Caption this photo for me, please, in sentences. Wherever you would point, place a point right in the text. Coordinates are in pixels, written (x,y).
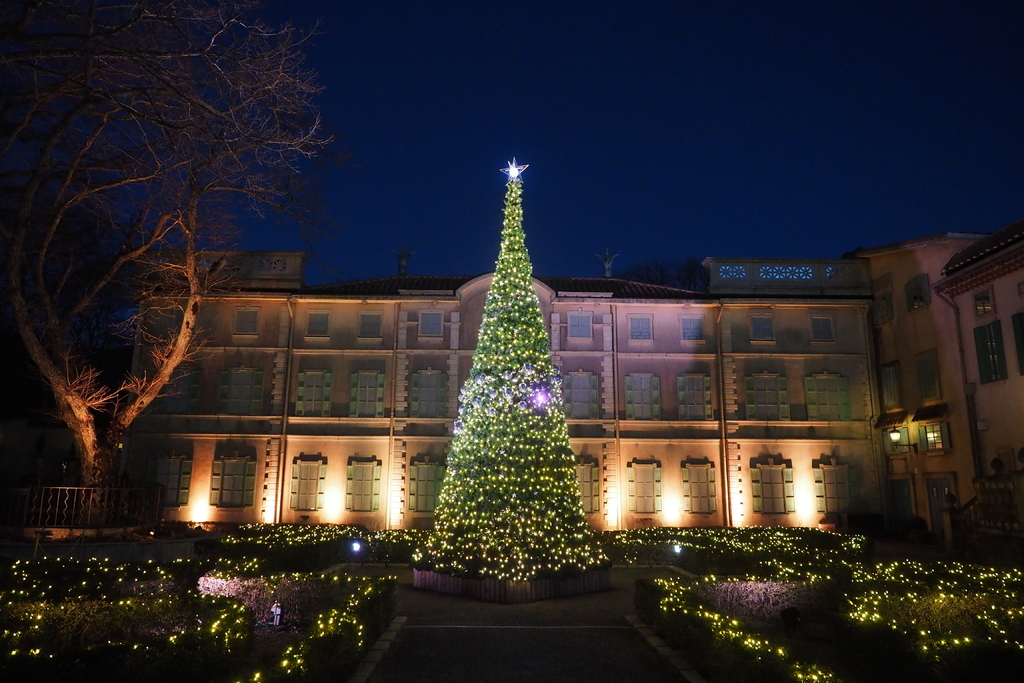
In the center of the image (491,333) there is a Christmas tree (506,436) with lights (523,537). There are plants (823,594) with lights (331,620) at the bottom of the image (385,618). In the background of the image (932,386) there is a building (353,342). To the left side of the image (142,276) there is a tree (126,259). At the top of the image (576,48) there is sky (708,48).
